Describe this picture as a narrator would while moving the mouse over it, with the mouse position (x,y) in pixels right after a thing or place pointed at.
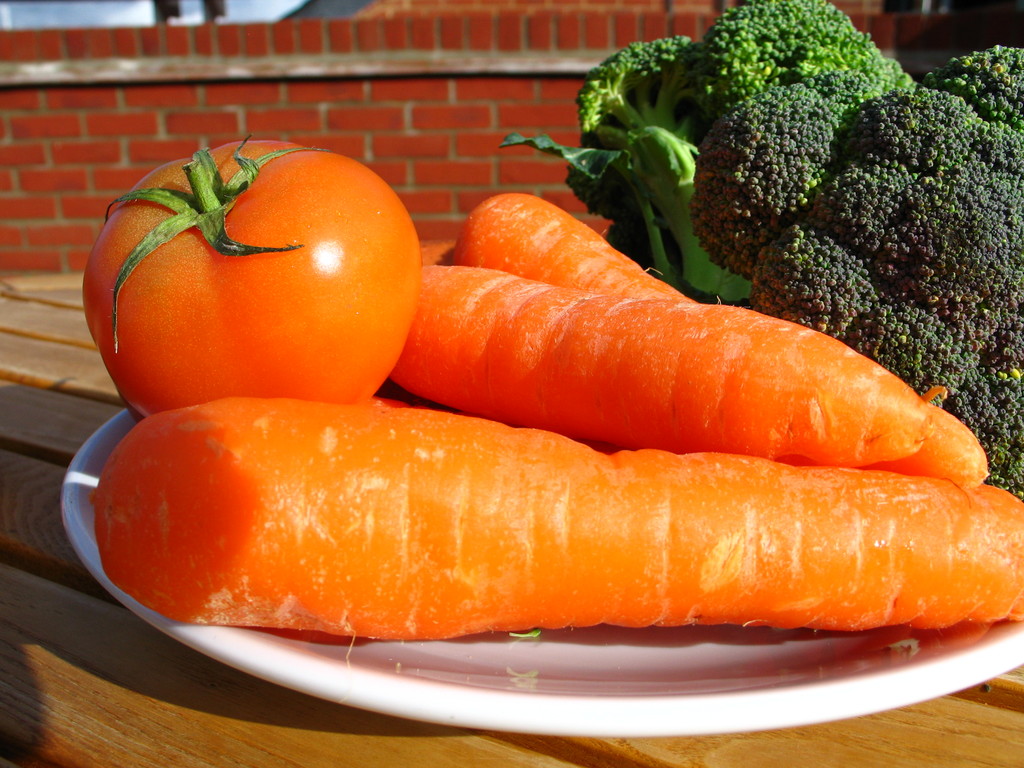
In this image we can see some vegetables (527,477) containing tomatoes (301,371), carrots (591,507) and broccoli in a plate (416,691) which is placed on the table (355,738). On the backside (463,209) we can see a wall (423,107).
